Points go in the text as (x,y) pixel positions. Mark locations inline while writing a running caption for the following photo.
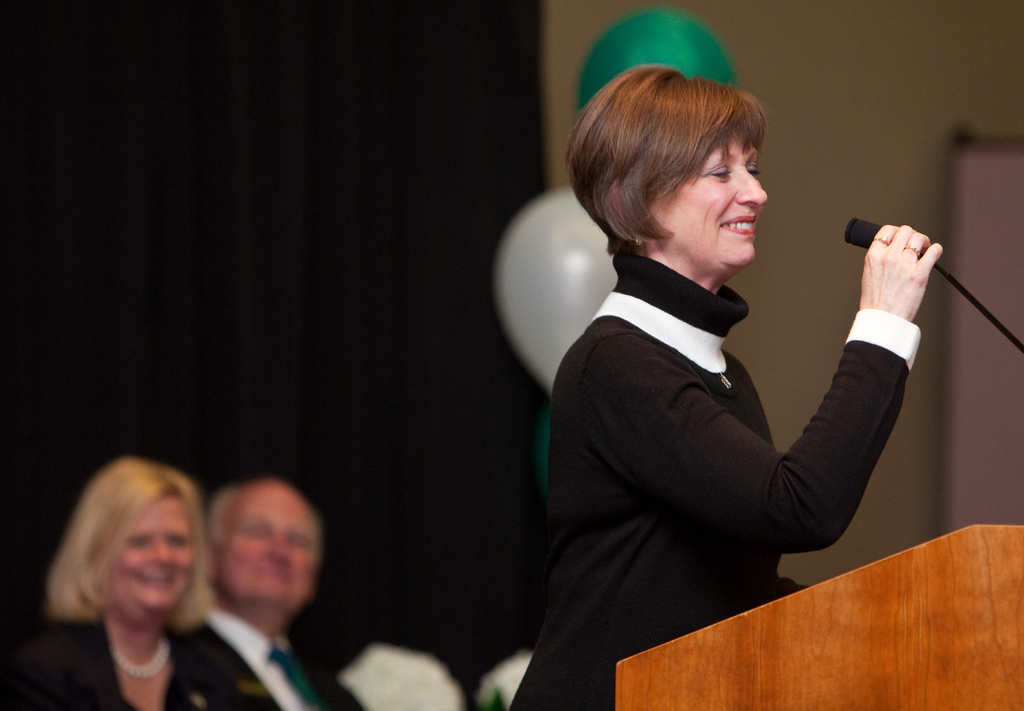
In this image I can see a woman (645,430) is standing in front of a podium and holding a microphone (989,313). In the background (181,581) I can see people (161,553), balloons (568,227) and other objects (465,234).
